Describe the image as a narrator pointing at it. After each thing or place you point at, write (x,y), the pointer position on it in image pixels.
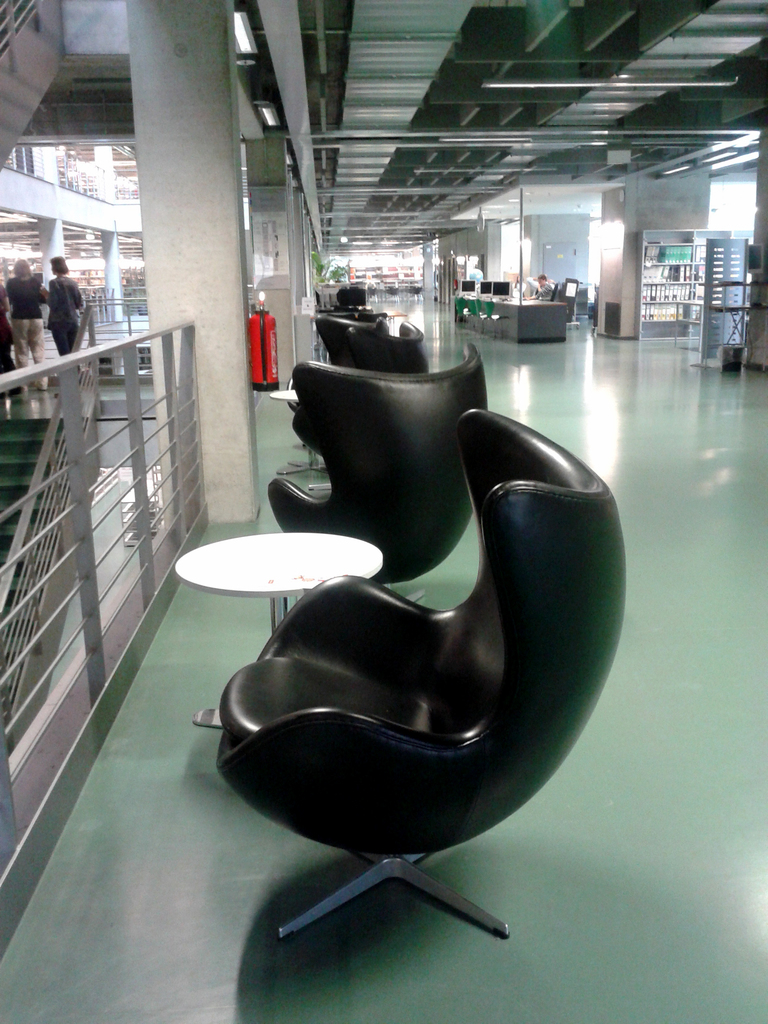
In the middle of the image (287,501), there are three chairs (383,319) black in color and a table (309,545) of white in color is kept. In the left side of the image (37,341), there are two person (26,347) standing. In the right middle of the image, there is a table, in front of which a person (550,287) is sitting on the chair (556,298). Next to that a cupboard (641,329) is there, in which books (660,298) are kept. This image is taken inside a library (474,90) during day time.
